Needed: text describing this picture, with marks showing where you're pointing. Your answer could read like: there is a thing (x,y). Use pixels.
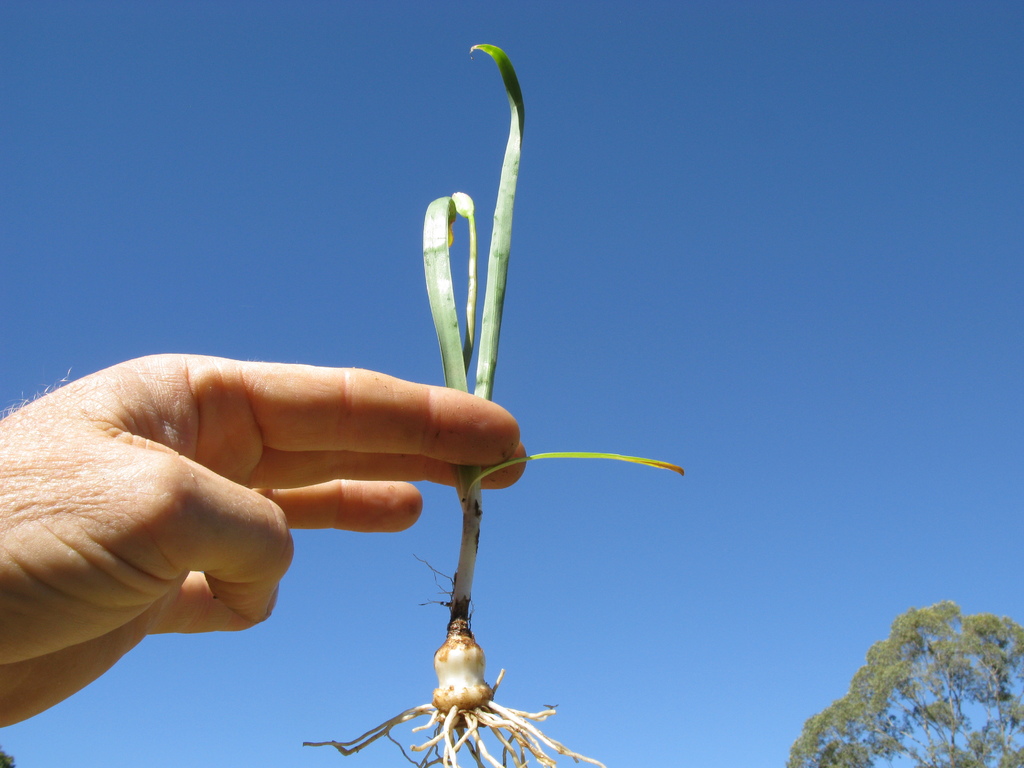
In this image, we can see a human hand (294,457) holding a plant (467,653). Here we can see roots (511,719). Right side (1003,670) bottom corner, there is a tree (891,692). Background (5,360) we can see a clear sky (571,503).
